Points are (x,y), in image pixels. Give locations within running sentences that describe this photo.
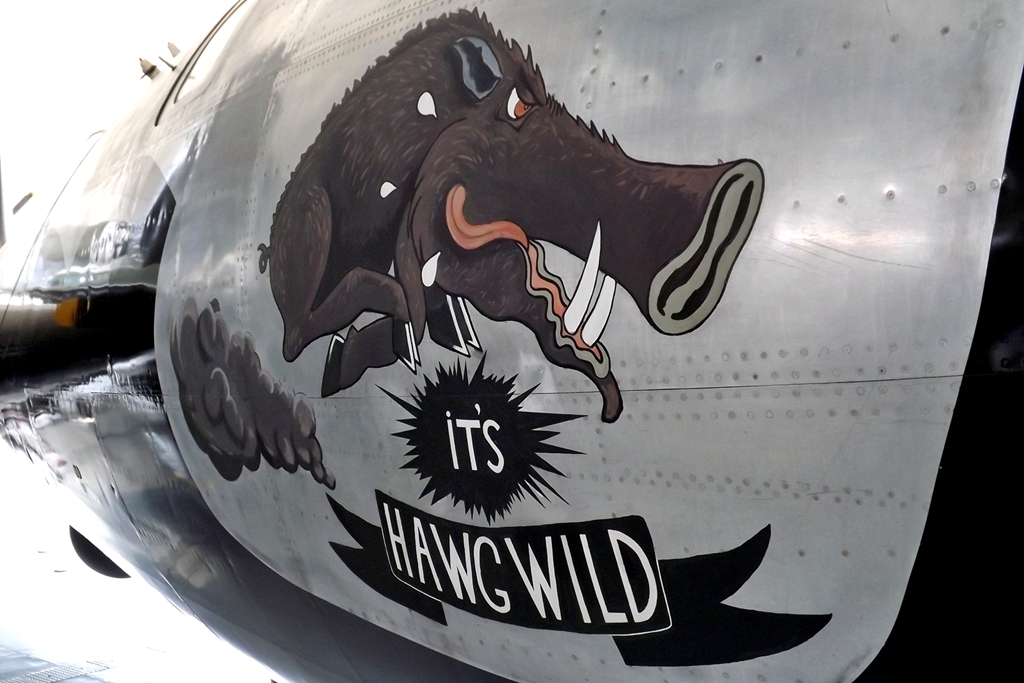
In this image may be there is a aircraft part (80,257), on which there is a text (622,538), animal image (445,199).
